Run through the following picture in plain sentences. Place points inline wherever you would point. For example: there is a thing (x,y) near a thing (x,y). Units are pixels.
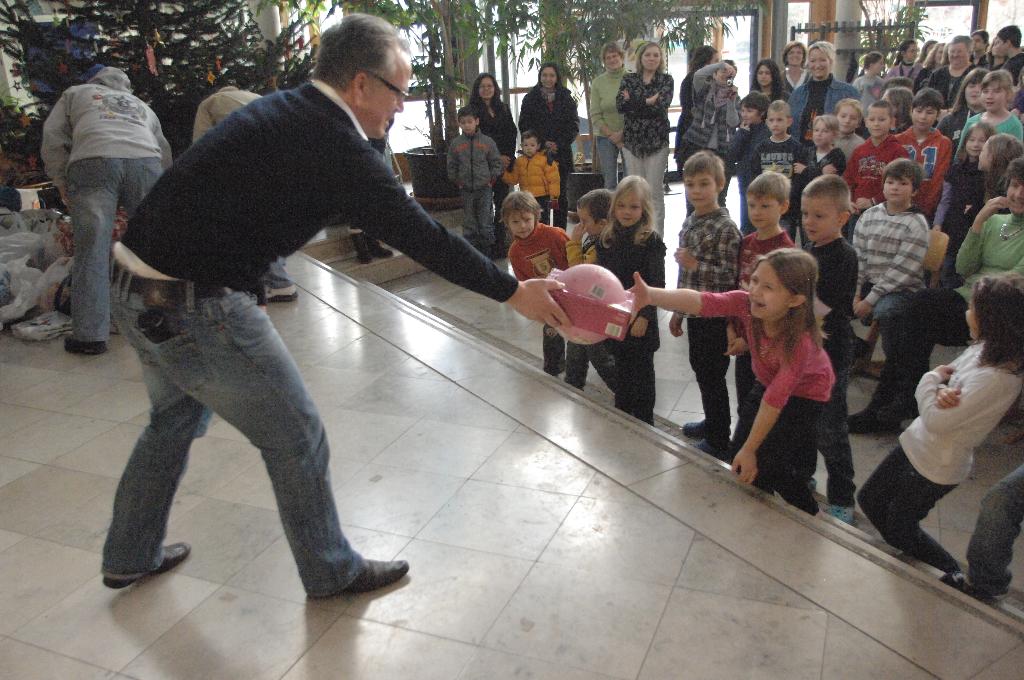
On the left side of the image (227,282) we can see a man (268,347) standing and holding an object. On the right (770,362) there are people (769,264) standing. In the background (587,84) there are plants (591,54), doors (739,52) and covers (61,299).
